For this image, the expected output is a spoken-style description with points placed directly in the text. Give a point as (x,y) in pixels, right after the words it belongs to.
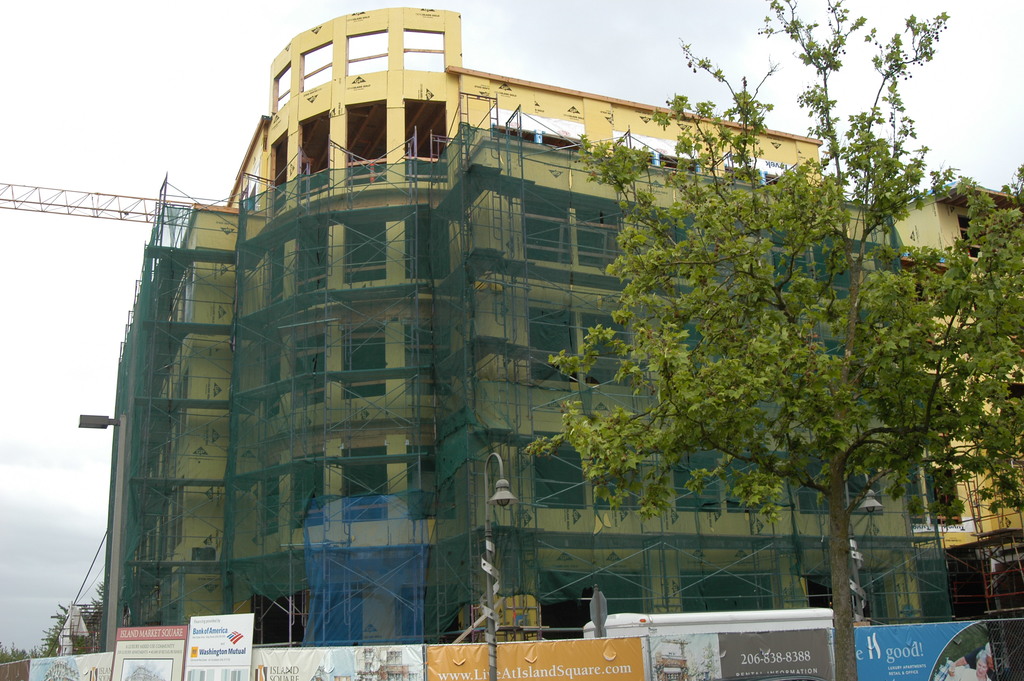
In the image there is a building (351,331) in the back (524,388) with a tree (835,359) in front of it and a fence (539,676) around it and above its sky (96,252).
